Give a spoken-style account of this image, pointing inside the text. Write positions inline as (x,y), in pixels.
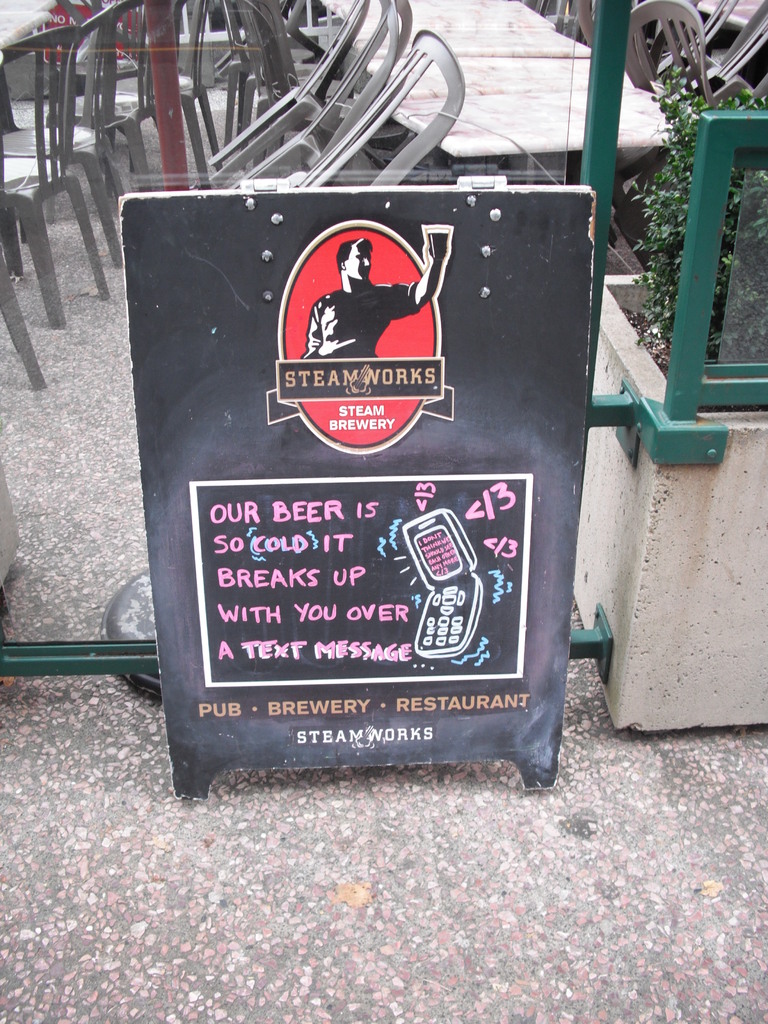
In this image there is a board (384,668) on the floor (440,881). On the board (355,569) there is some text (407,608) and image (434,608) of a mobile (438,577) a person (357,263) are on it. Behind the board (483,343) there is glass wall (107,270). Behind it there are few chairs (264,110) and tables (482,102) are on the floor (133,191). Right side (618,293) there is a pot (643,485) having a plant (654,296) in it.
